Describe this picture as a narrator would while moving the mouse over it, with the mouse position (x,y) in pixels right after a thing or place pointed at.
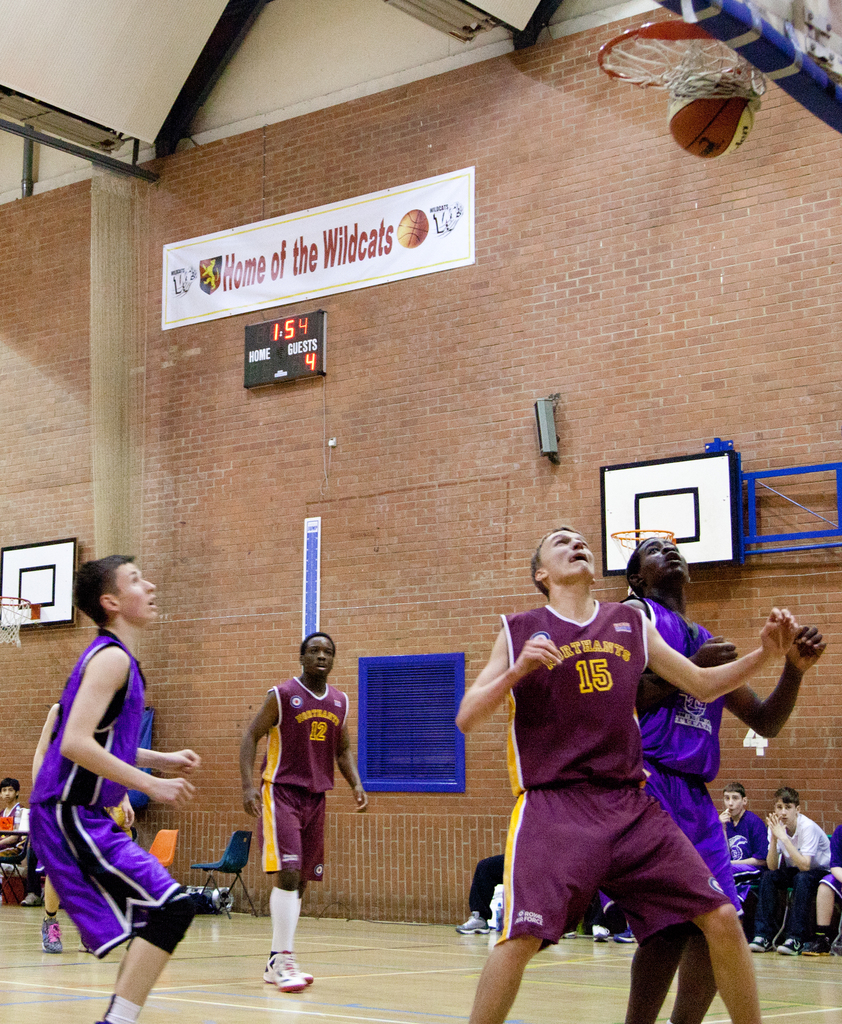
In this image there are people (620,838) on the floor (399,949). There are people (796,864) sitting on the chairs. There are boards (22,577) attached to the wall (477,403). Right top there is a net basket (670,62) attached to a metal rod (715,35). There are net baskets (18,611) attached to the boards (684,516). There is a banner (420,251) attached to the wall (144,273). There is some text (312,254) on the banner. There are chairs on the floor (245,953).
